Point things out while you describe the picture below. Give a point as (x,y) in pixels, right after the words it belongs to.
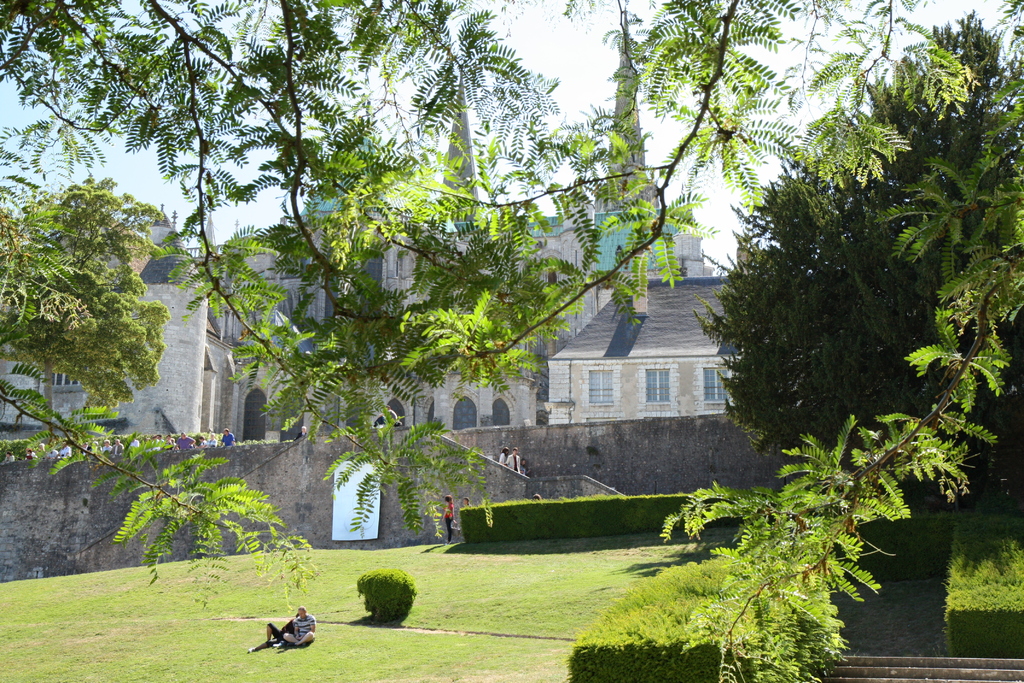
In this picture we can see some grass (527,612) on the ground (344,674). There are a few people (307,628) visible on the grass (551,558). We can see some bushes (611,518) on the right side (976,613). A compound wall (329,440) is visible from left to right. There is an object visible on a compound wall (59,506). We can see a few people (183,442), a tree (911,305) and some buildings (721,369) in the background (792,238). We can see some plants (395,163) on top of the picture (284,158).
